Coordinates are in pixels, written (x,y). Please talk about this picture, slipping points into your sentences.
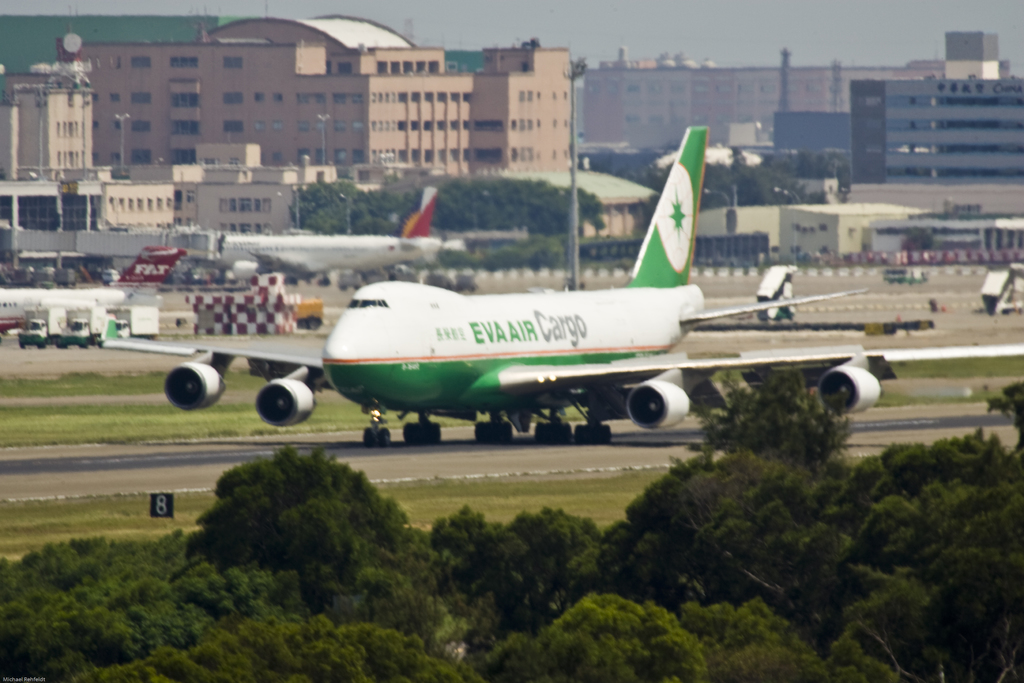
In this image we can see an aeroplane (544,360) on the road (617,454). Here we can see grass (571,505), trees (523,521), poles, vehicles (316,318), boards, and buildings (545,130). In the background (679,25) there is sky (741,37).
